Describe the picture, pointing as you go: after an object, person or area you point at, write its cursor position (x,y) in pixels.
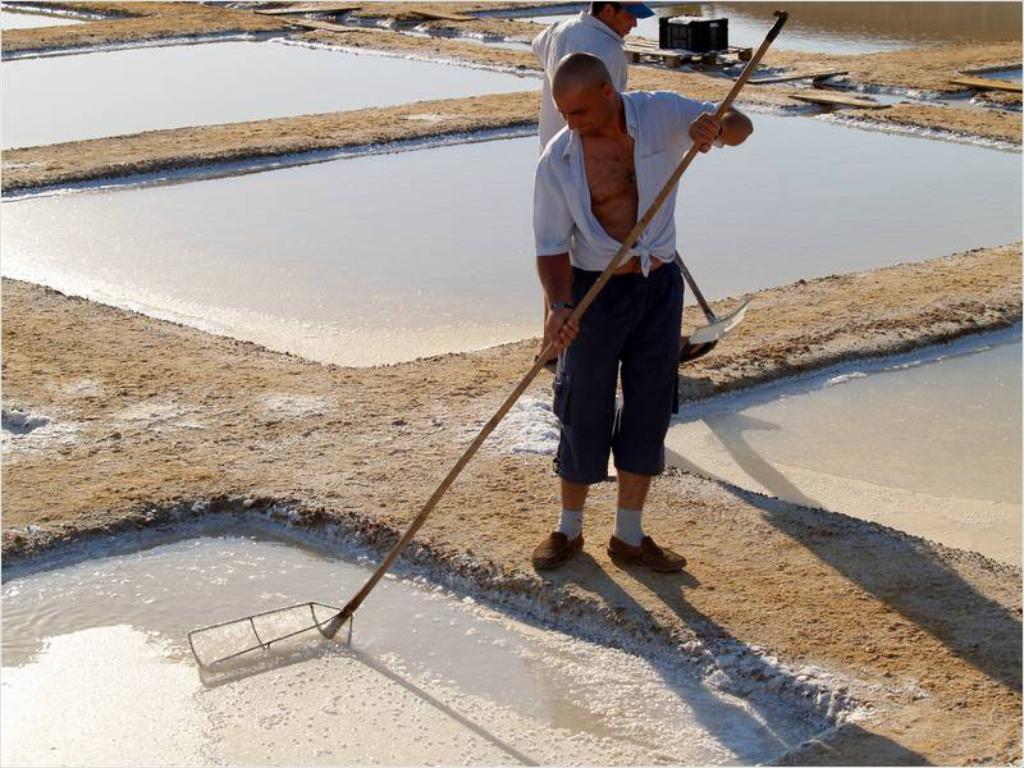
In the foreground of this picture (620,283), there is a man (620,193) standing on the field (481,113) holding a stick (610,266) in his hand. Behind him, there is another person (605,15) standing and holding an object (714,325). In the background (436,271), there is water (290,115), ground (410,117) and a box (695,34). This image seems like they are preparing salt (545,431).
